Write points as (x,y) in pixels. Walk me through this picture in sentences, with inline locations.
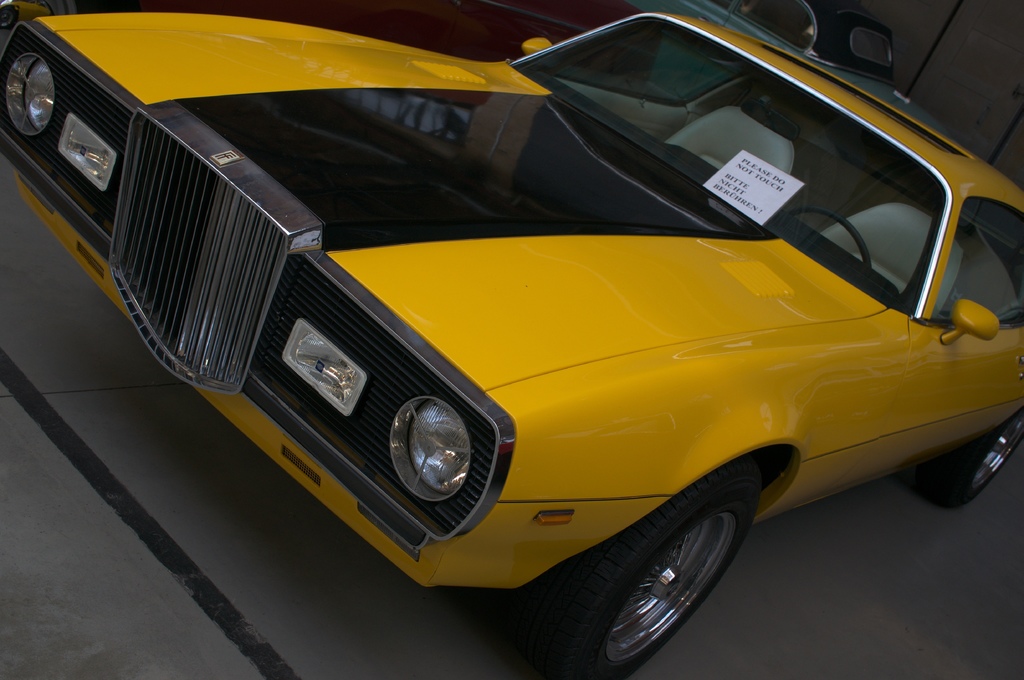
There is a vehicle (389,226) in yellow and black color combination on the floor (239,611). In the background (795,18), there is a vehicle (828,25) and there is wall (939,25).
